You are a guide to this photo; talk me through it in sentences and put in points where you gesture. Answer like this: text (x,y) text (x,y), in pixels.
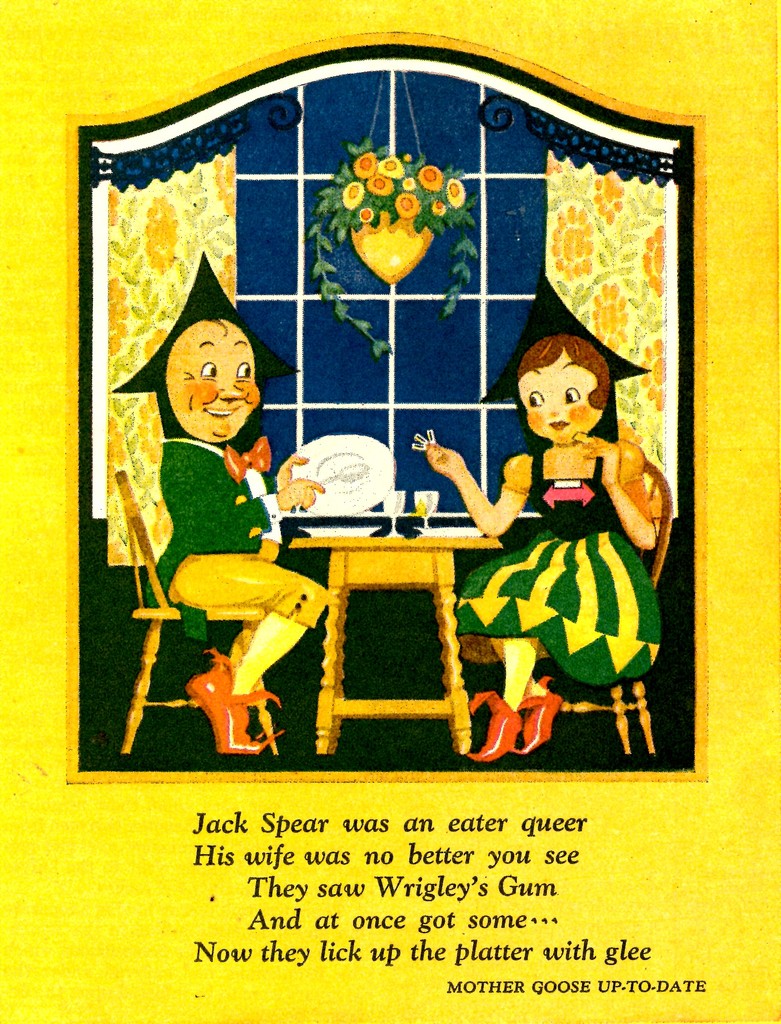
In this image we can see a poster (507,605). We can see few people (469,612) sitting on the chairs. There are few objects (419,508) placed on the table (439,542). There is a houseplant (421,199) in the image. There are few curtains (132,286) in the image. There is some text (401,887) at the bottom of the image (453,928).
